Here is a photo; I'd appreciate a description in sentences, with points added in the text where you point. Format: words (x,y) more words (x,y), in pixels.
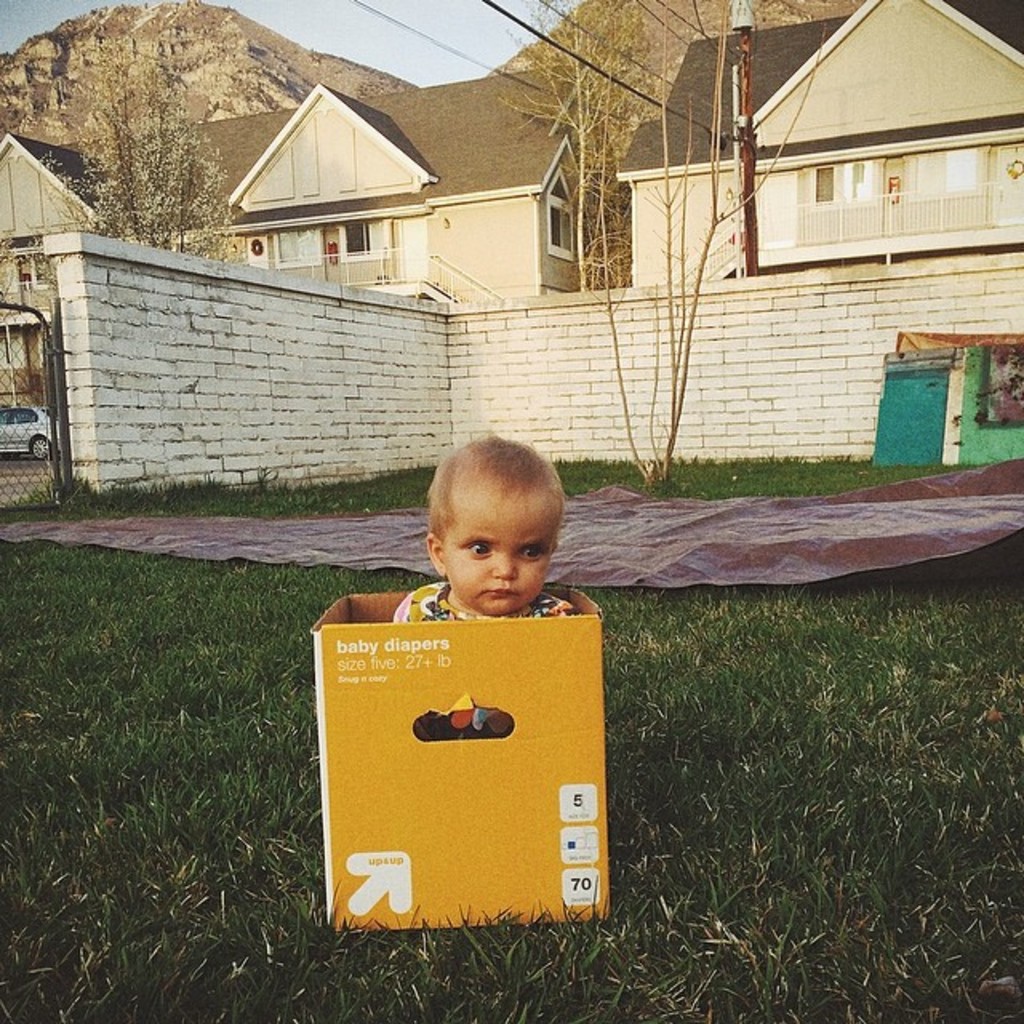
In the image there is a grass (52,545) in the foreground (188,620) and there is a box (501,867), inside the box (529,647) there is a baby (483,609), behind the grass surface (363,1014) there is a wall (556,375) and behind the wall (795,364) there are houses (465,125), trees (156,119) and mountains (173,35).
